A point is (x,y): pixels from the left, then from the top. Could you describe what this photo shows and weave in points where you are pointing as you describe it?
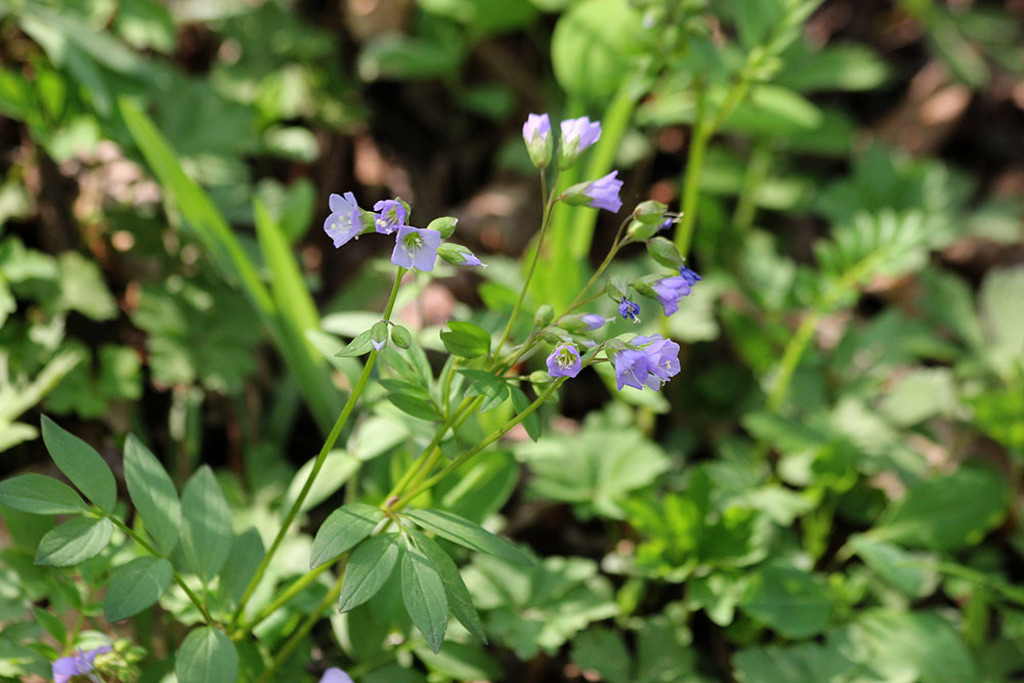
In the foreground of the picture (613,339) I can see the flowering plant (547,371). In the background (561,596), I can see the green plants (898,249).
